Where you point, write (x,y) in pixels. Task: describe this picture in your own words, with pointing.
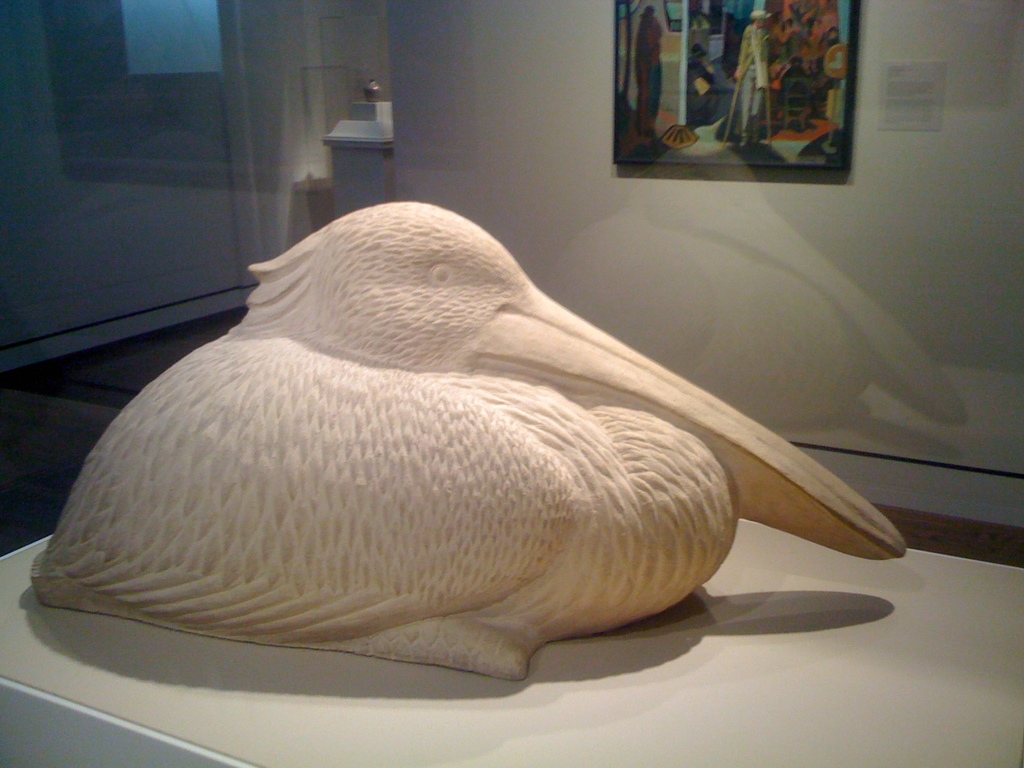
In this image we can see a statue (356,597) on the white color surface (27,757) and a photo frame (699,137) on the wall (462,121), also we can see a white color object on the floor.
